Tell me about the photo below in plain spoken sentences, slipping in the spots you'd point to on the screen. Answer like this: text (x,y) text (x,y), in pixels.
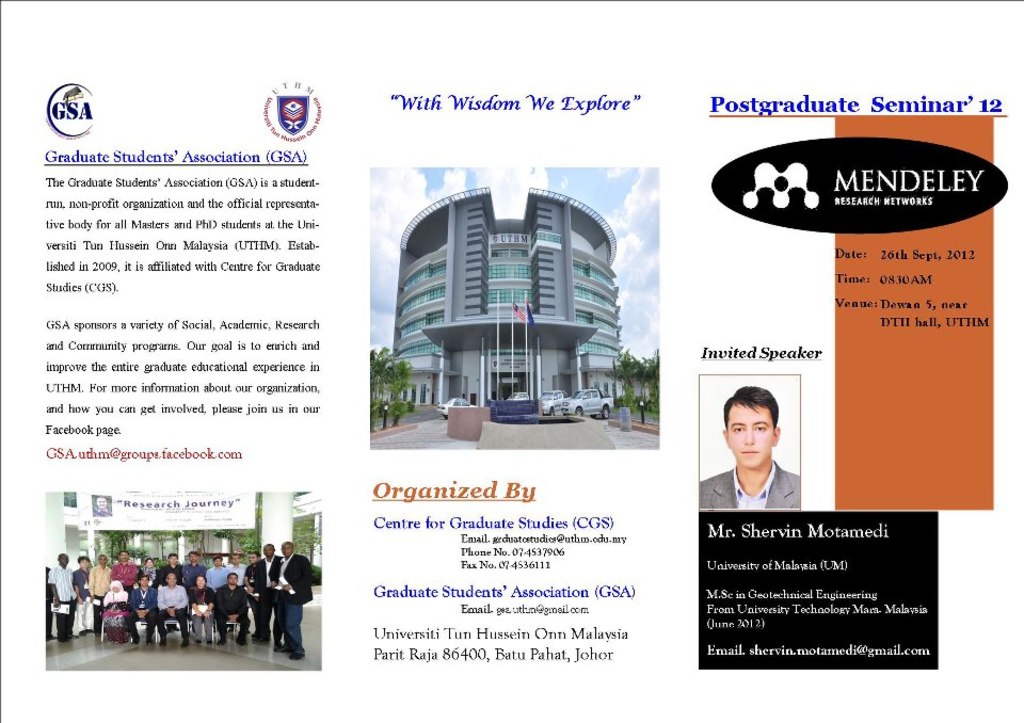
By seeing this image we can say it is an article. On the left side of the image (176,422) we can see group of people (141,602) and some text (189,381). In the middle of the image (428,281) we can see a building (434,245) and some text (556,608). On the right side of the image (778,480) we can see a person's photo (782,495) and some text (791,361).
